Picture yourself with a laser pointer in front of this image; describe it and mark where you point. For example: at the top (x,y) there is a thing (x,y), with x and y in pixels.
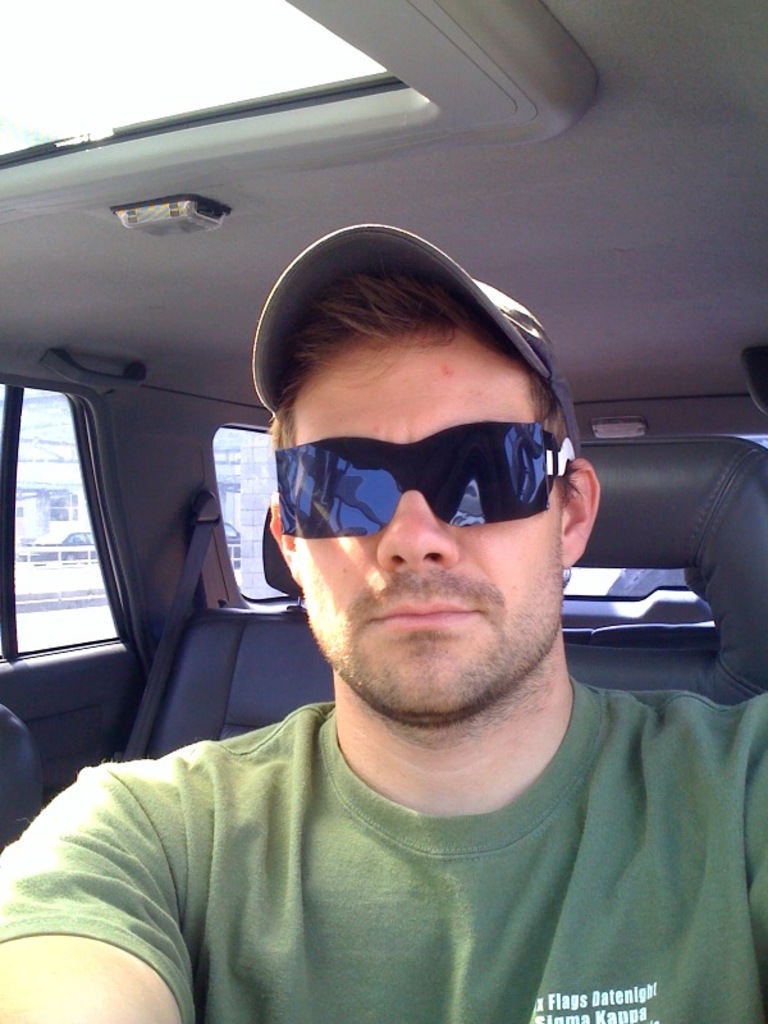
In this picture we can see a man (378,704), he wore spectacles (444,505) and a cap (396,260), and he is seated in the car (319,699).
